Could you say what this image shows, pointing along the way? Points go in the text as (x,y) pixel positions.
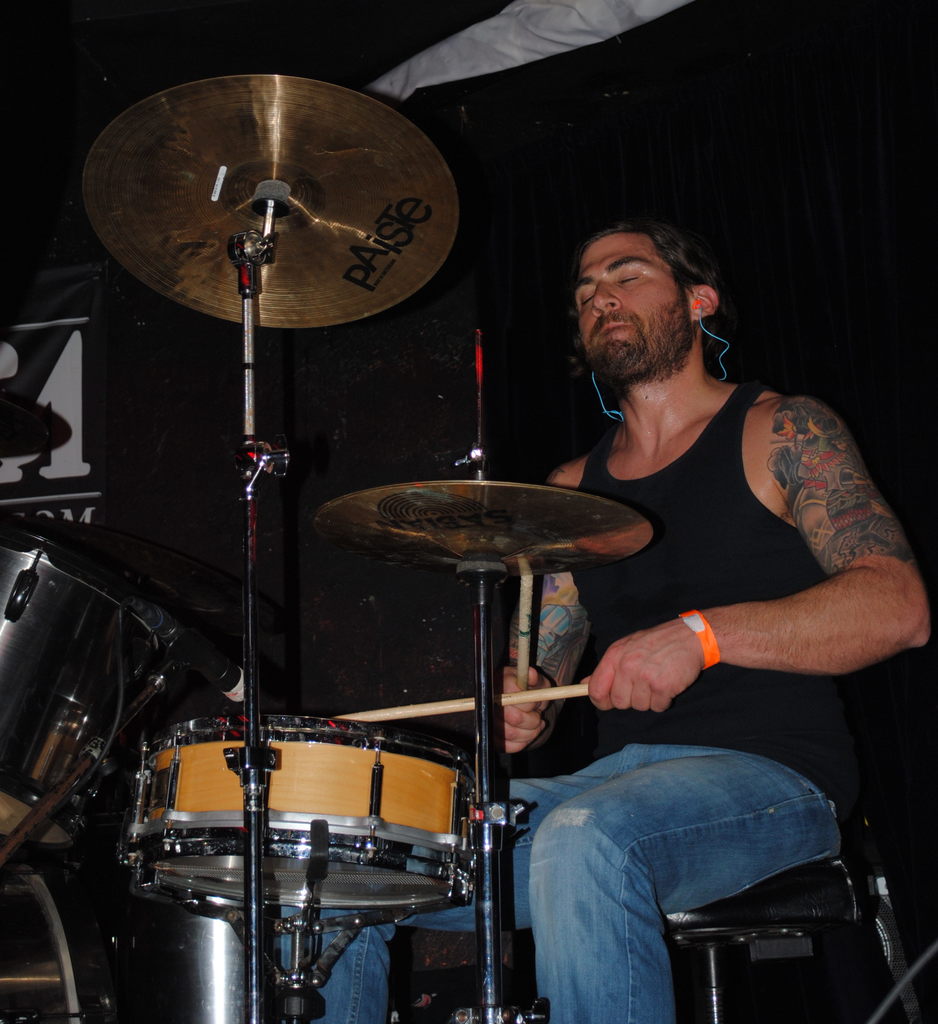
In this image I can see a person (836,746) sitting on chair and he is holding sticks (522,631). In front (250,132) I can see few musical instruments (269,180) and background (553,89) is in black color.
